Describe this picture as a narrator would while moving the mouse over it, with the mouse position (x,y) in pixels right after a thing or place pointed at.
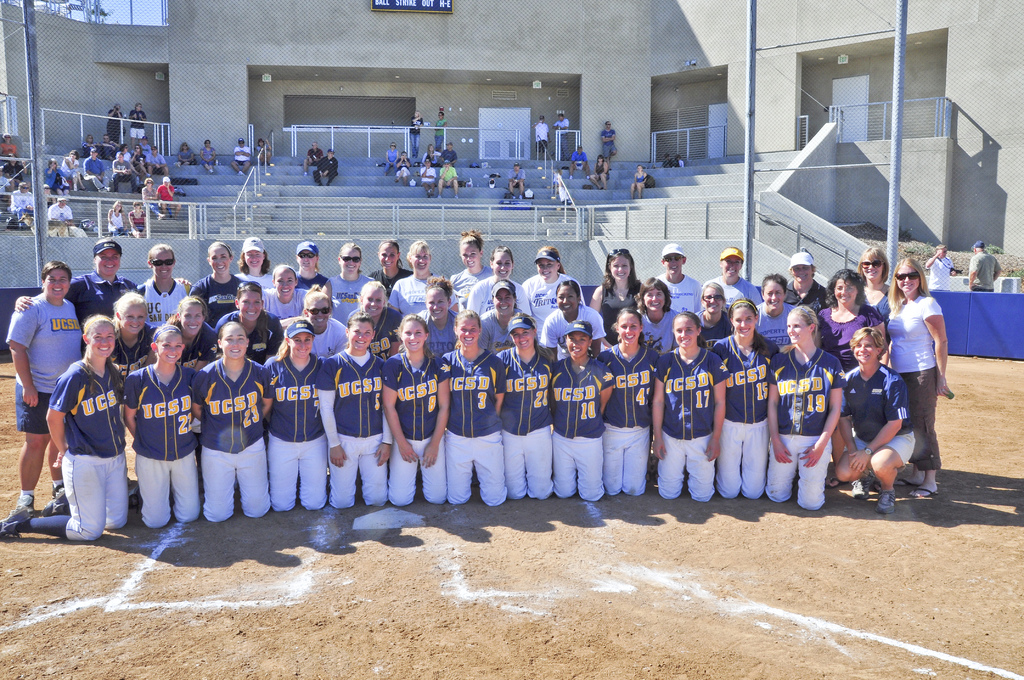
In this picture I can see many persons (859,298) who are standing on the ground (638,569). Beside them I can see the poles (41,225). In the background (47,190) I can see another persons (64,185) who are sitting on the stairs (281,191). Beside them I can see the railing (440,204). At the top (966,23) I can see the building (711,78). In the top left corner (149,16) I can see the sky (106,1) and trees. On the right (976,283) there are two persons (987,289) who are standing near to the blue color board (969,313).
